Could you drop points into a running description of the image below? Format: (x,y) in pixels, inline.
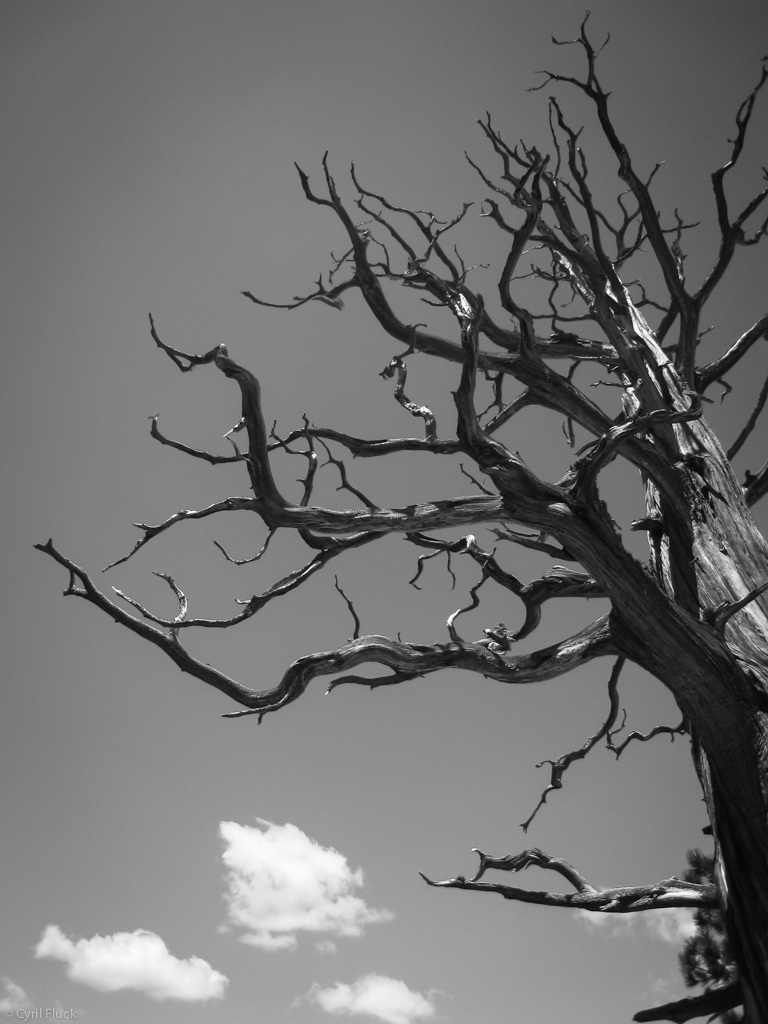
In this image I can see few trees (693,962) and clouds (339,882). I can also see this image is black and white in colour.
